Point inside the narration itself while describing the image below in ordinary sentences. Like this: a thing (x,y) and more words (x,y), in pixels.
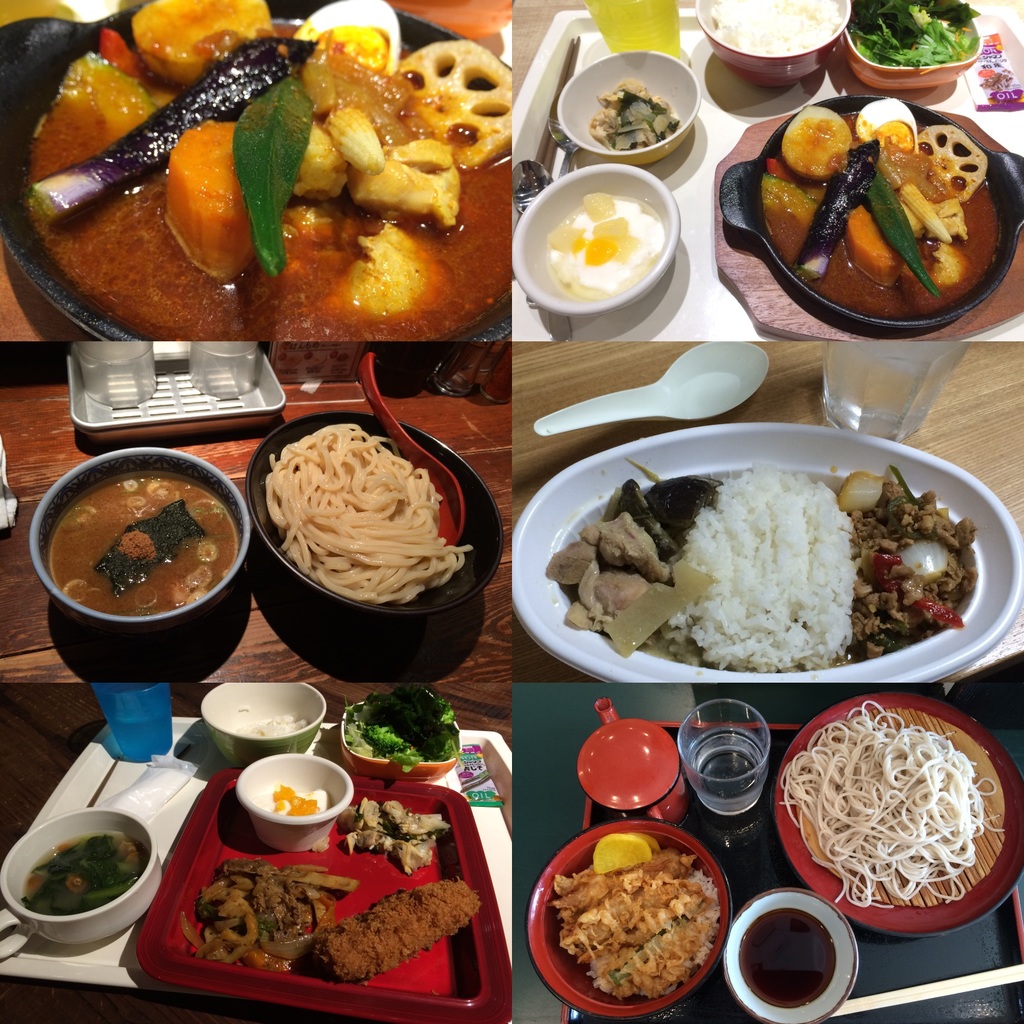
In the image we can see collage photos (580,652), into collage photos (608,681) we can see bowls (700,678), spoon (628,401), glasses (911,388), tray (453,776) and food items (410,553).
